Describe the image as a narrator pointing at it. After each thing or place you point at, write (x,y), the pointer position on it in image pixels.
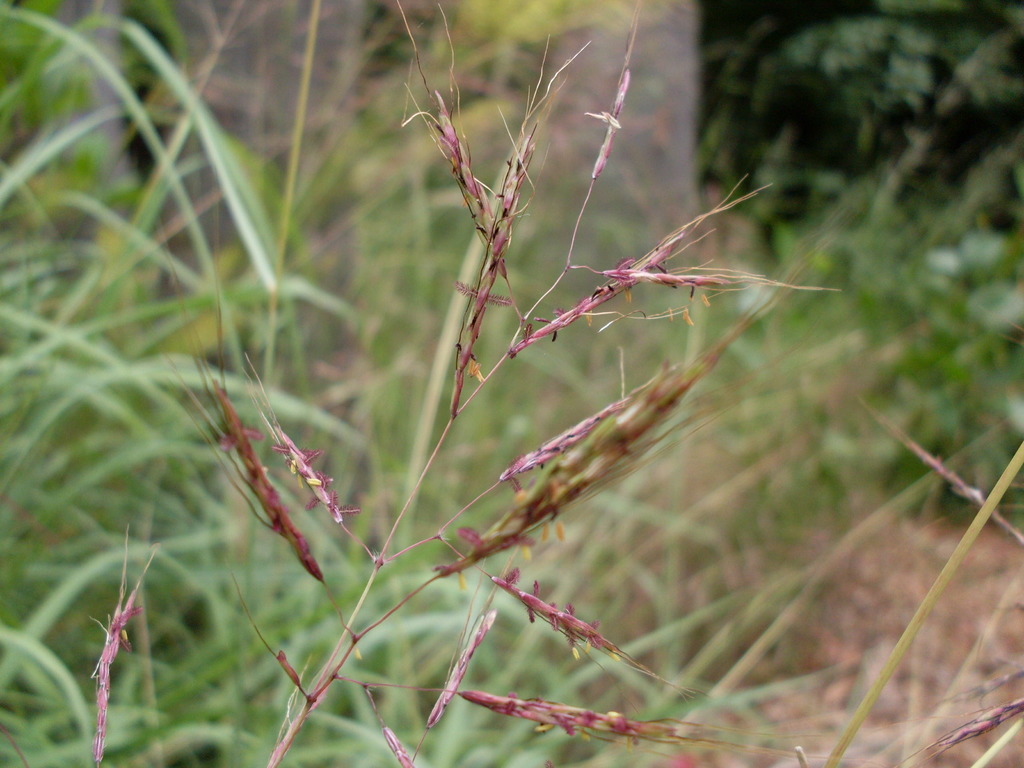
In this picture I can see the grass (508,485).
